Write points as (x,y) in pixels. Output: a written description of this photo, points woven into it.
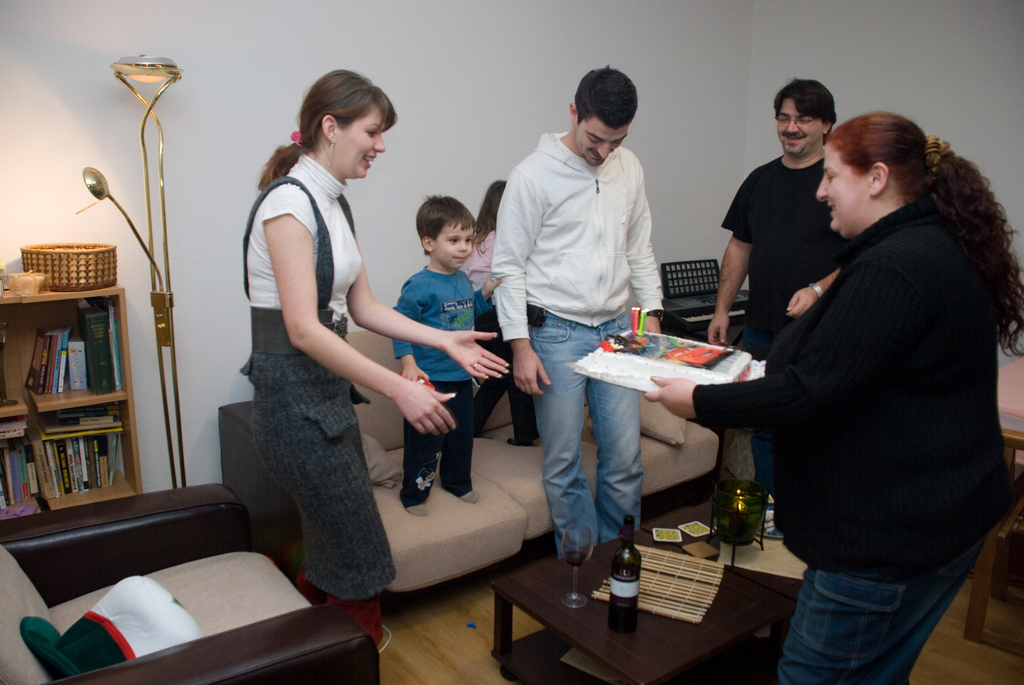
In the image we can see few persons (441,284) were standing and the right side lady (872,361) she is holding cake (695,365) in her hand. And on the left side (186,560) we can see the sofa (70,565), back of sofa (69,548) we can see shelf (73,395) with full of books (72,360). And the back we can see the wall (495,71). And in front of them we can see the table (658,616) and on table (645,625) we can see some objects (656,594).
